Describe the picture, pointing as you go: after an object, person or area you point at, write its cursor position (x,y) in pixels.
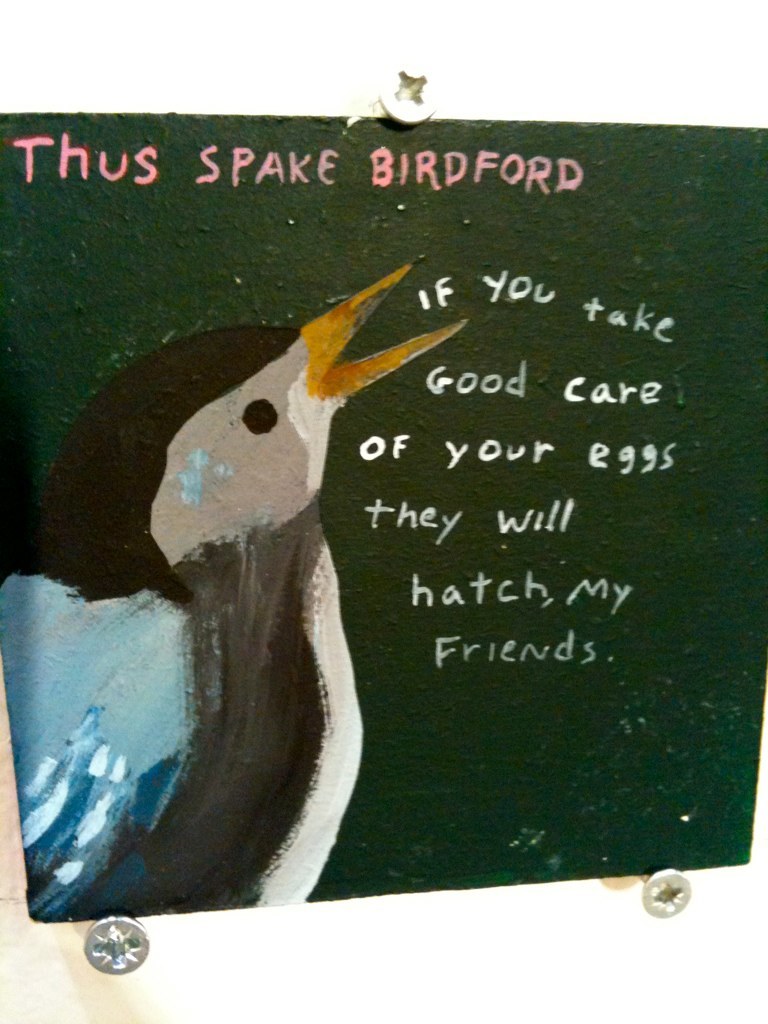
In this image I can see depiction of a bird (260,687) and I can see something is written over here. I can also see green colour in background (532,268).
